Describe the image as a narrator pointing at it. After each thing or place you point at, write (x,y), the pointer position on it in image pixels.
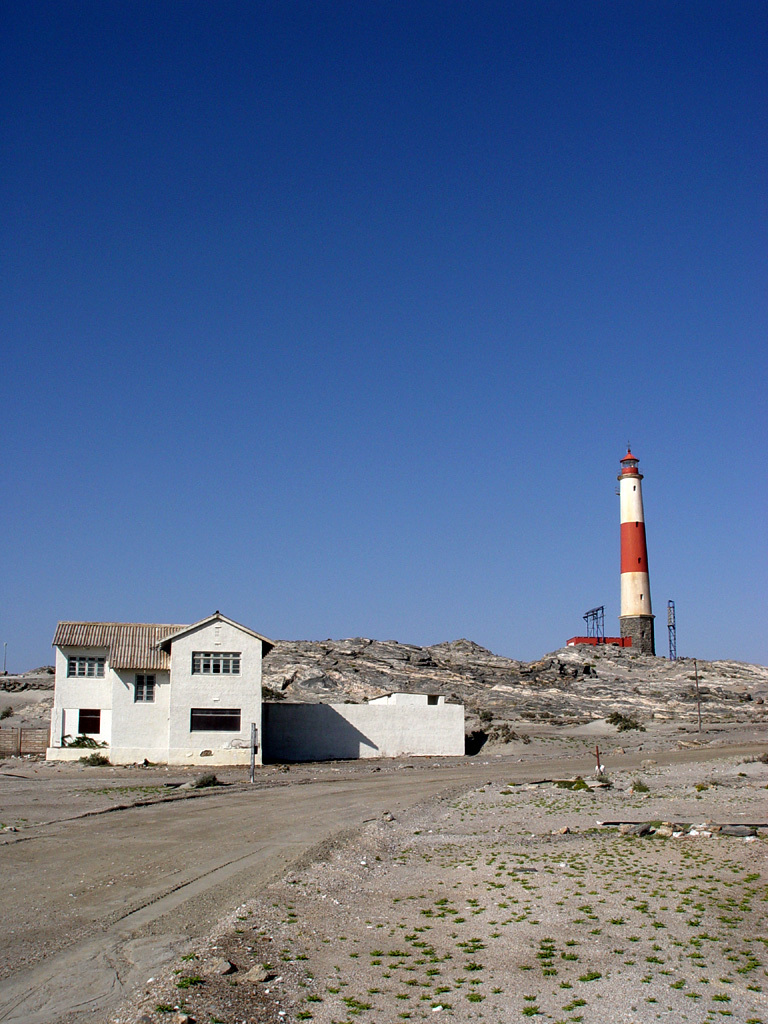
In this image, we can see a building (208,746) and there is a tower (637,590). At the bottom (367,930), there is ground (471,855).
